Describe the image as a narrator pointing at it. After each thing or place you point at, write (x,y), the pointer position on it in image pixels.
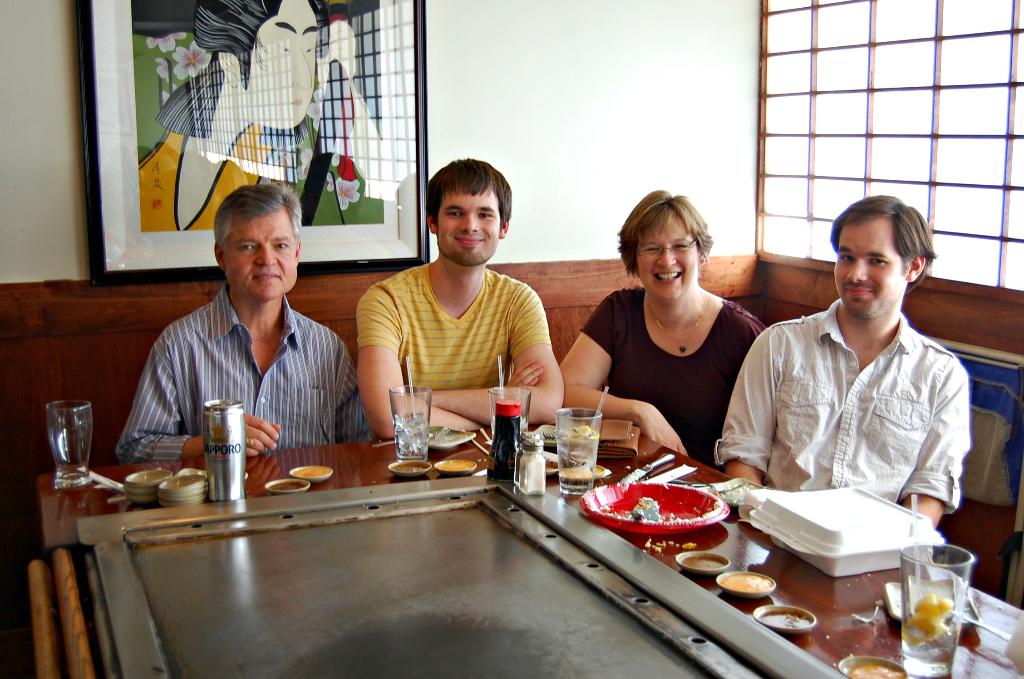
There are four members (506,313) sitting in chairs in front of a tables (56,493) on which some tissues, plates (646,490), glasses (570,444) and tins (230,463) were placed. Three of them were men (837,359). In the background (308,117) there is a photo frame (344,117) attached to the wall (568,83).
